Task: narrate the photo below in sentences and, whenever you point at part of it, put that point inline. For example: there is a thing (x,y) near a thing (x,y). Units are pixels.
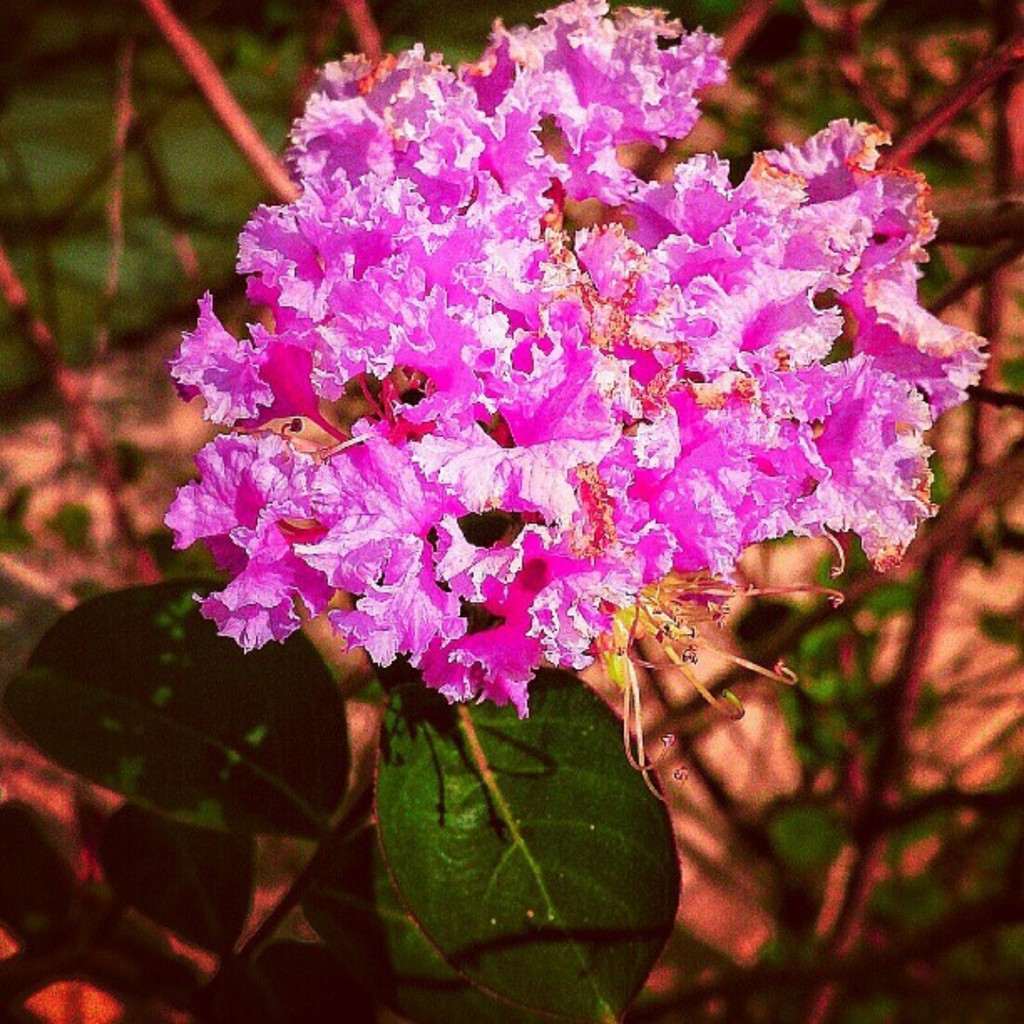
In this image we can see a plant (672,292) with a flower (394,129) and leaves (579,837) and in the background (158,301) the image is blurred.
